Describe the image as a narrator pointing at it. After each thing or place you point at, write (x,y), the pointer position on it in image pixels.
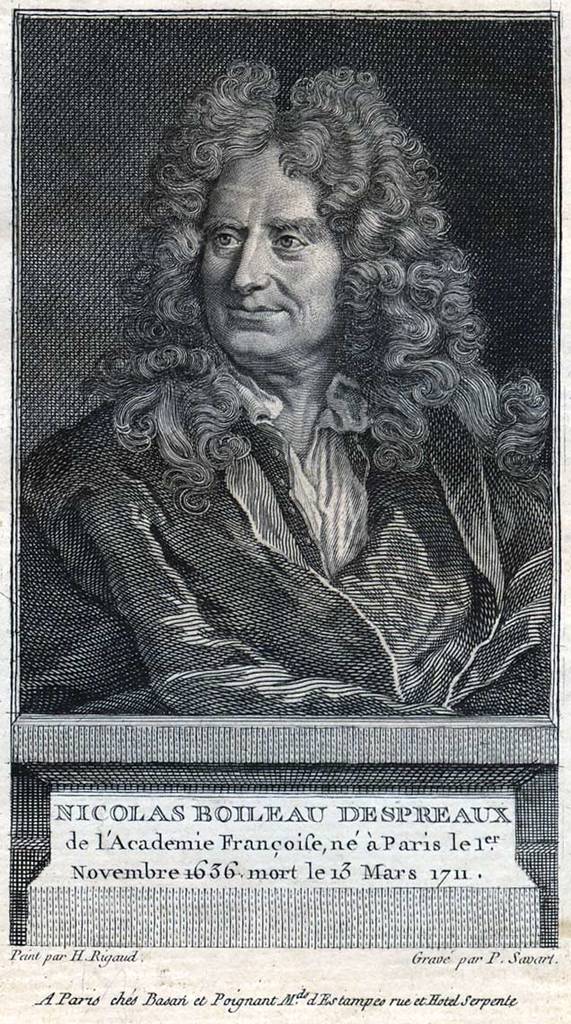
In this image we can see a painting (266,444) of a person (259,553) who is wearing dress (218,527) and he has curly hair (428,382).
